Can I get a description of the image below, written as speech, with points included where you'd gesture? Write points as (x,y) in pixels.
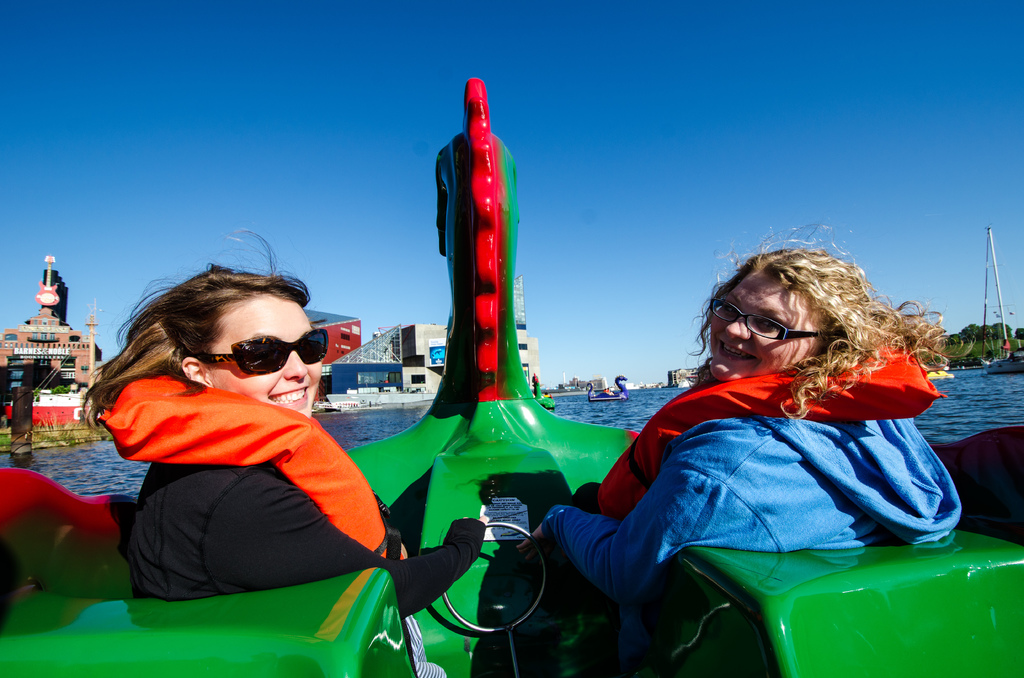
In this image we can see two women (274,463) sitting in a boat (518,568). One woman (268,503) wearing a black dress (311,541) and a life jacket (242,440) and goggles (278,363) other woman (793,452) wearing spectacles (794,338). In the background (602,390), we can see group of boats (613,396) on water (639,400), a group of buildings (434,357), trees (974,329), poles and sky (697,152).
